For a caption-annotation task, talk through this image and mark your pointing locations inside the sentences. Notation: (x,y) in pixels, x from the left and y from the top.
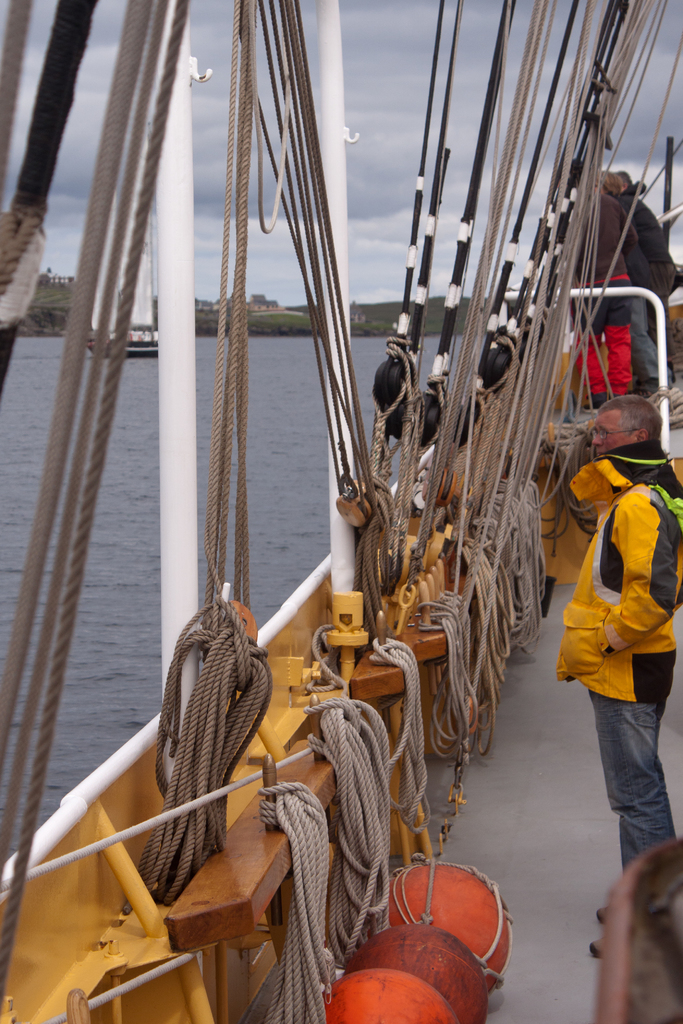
The man (652,501) in the yellow jacket (600,575) is riding the boat (488,763). In front of him, we see balls (392,986) and ropes (354,739). We see water (230,499). In the background (267,310), there are trees (384,316) and buildings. At the top of the picture (679,86), we see the sky (405,108).
